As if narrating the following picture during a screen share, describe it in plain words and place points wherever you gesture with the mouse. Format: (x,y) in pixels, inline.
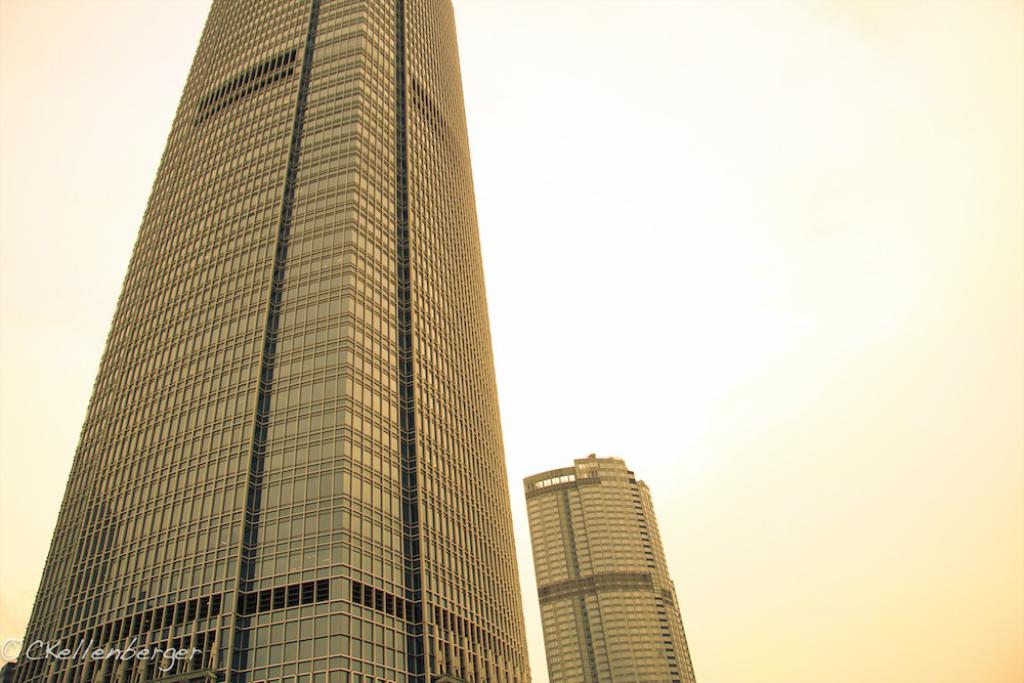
In this picture we can see two buildings (402,483). In the background (802,286) there is sky (638,255).
